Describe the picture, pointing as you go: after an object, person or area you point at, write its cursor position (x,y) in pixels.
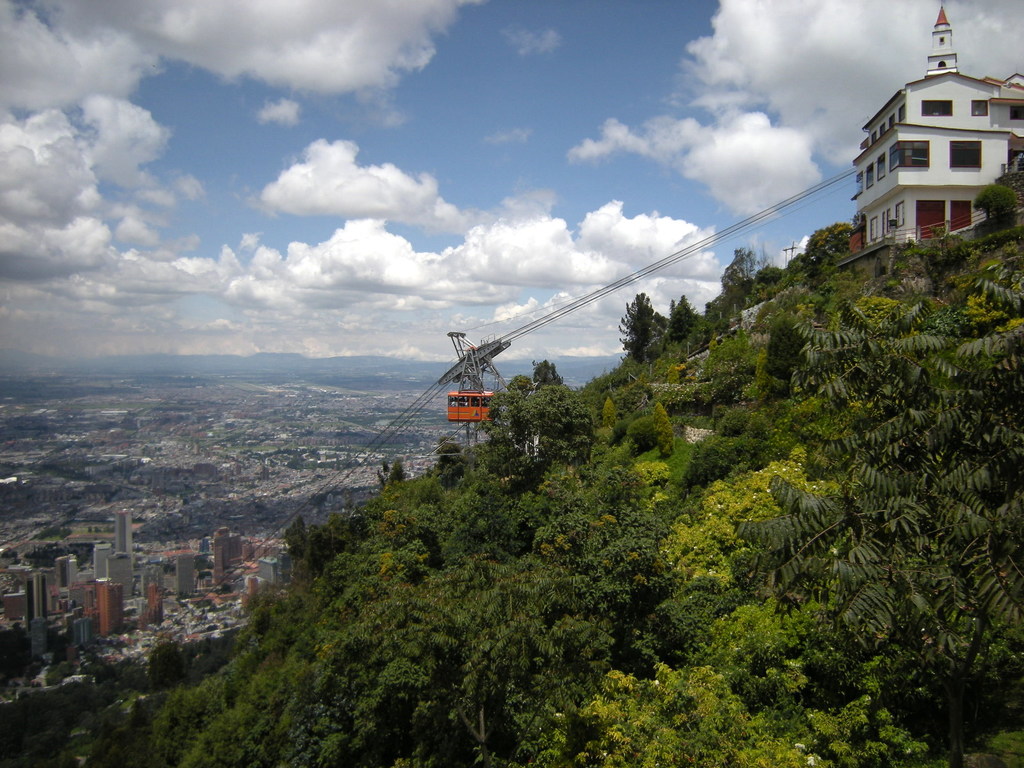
In the foreground of the picture (819,575) I can see the trees (589,640). There is a building (889,141) on the top right side of the picture (890,190). I can see the cable car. In the background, I can see the tower buildings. There are clouds (340,277) in the sky (388,188).
